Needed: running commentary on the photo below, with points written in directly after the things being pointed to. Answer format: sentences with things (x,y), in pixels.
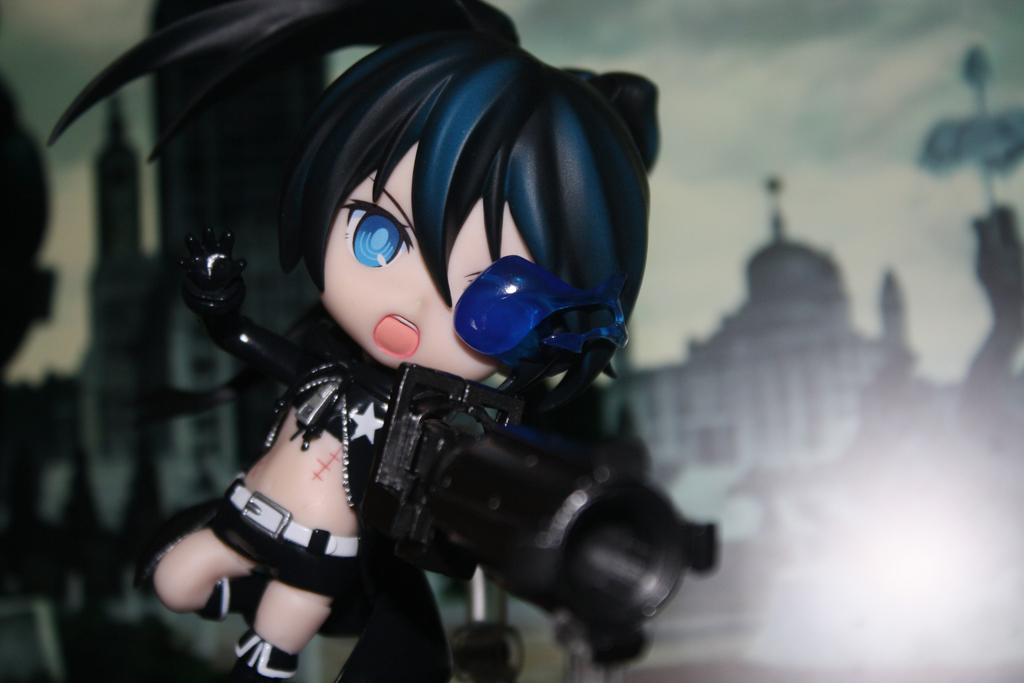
In this picture I can see a toy (576,448), and in the background (685,416) there is a building (723,378) and the sky (753,93).
